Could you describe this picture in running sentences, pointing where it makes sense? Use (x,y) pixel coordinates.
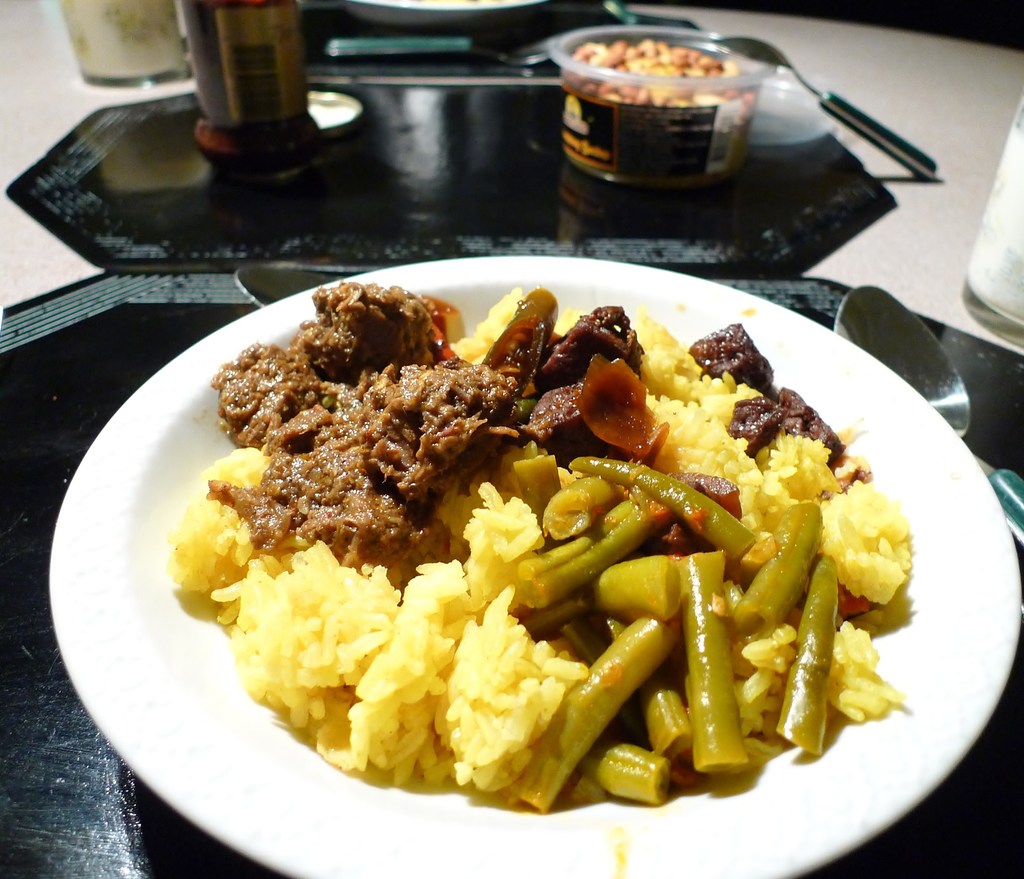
In this image there is a table (69,94) truncated, there are objects (248,93) on the table (991,137), there is food (551,455) on the plate (149,491), there is a spoon (873,290) truncated towards the right of the image (902,358), there is glass (1023,220) truncated towards the right of the image (1007,275), there are objects (224,21) truncated towards the top of the image (333,33).
